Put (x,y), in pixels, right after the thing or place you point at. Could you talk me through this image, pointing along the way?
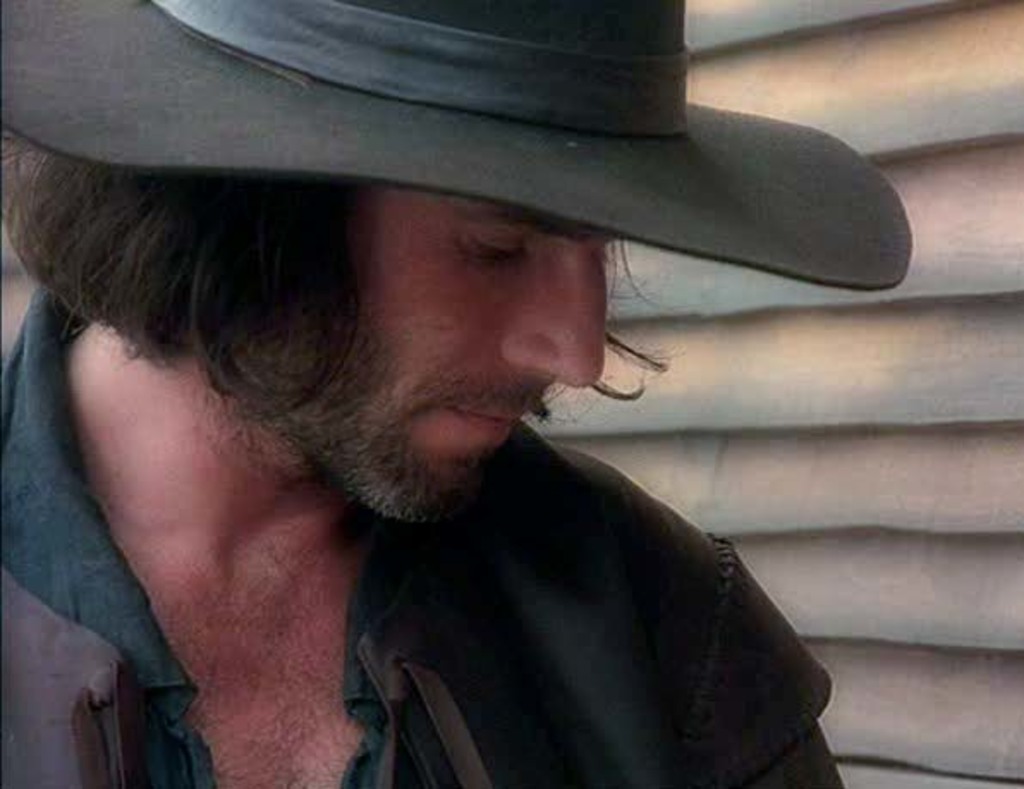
In this image, I can see a man (457,670) with clothes (456,646) and a hat (491,78). In the background (726,435), It looks like a wall (923,565).
